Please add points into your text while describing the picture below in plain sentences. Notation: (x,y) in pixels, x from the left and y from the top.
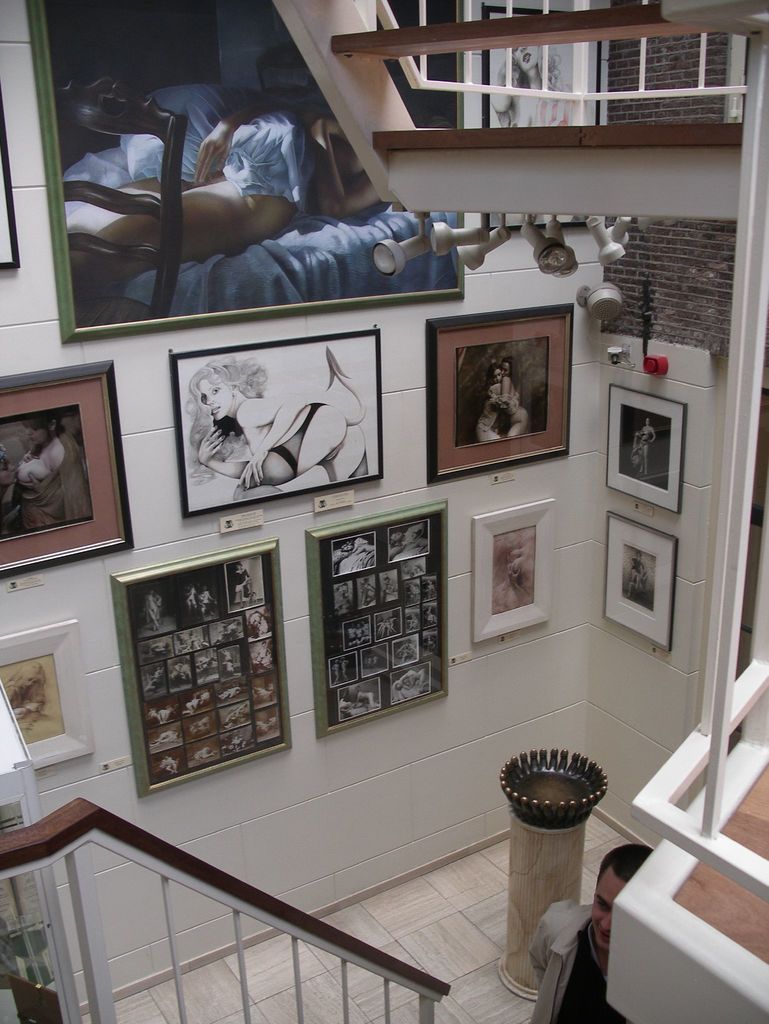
This picture seems to be clicked inside the room (355,1009). In the foreground (596,909) we can see a person (597,916) and we can see the railing (30,852). In the background (32,456) we can see the picture frames (126,643) hanging on the wall (185,554) containing many number of pictures (465,432) of persons (217,396) and we can see some other items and the objects (501,237) which seems to be the lights (408,254).
